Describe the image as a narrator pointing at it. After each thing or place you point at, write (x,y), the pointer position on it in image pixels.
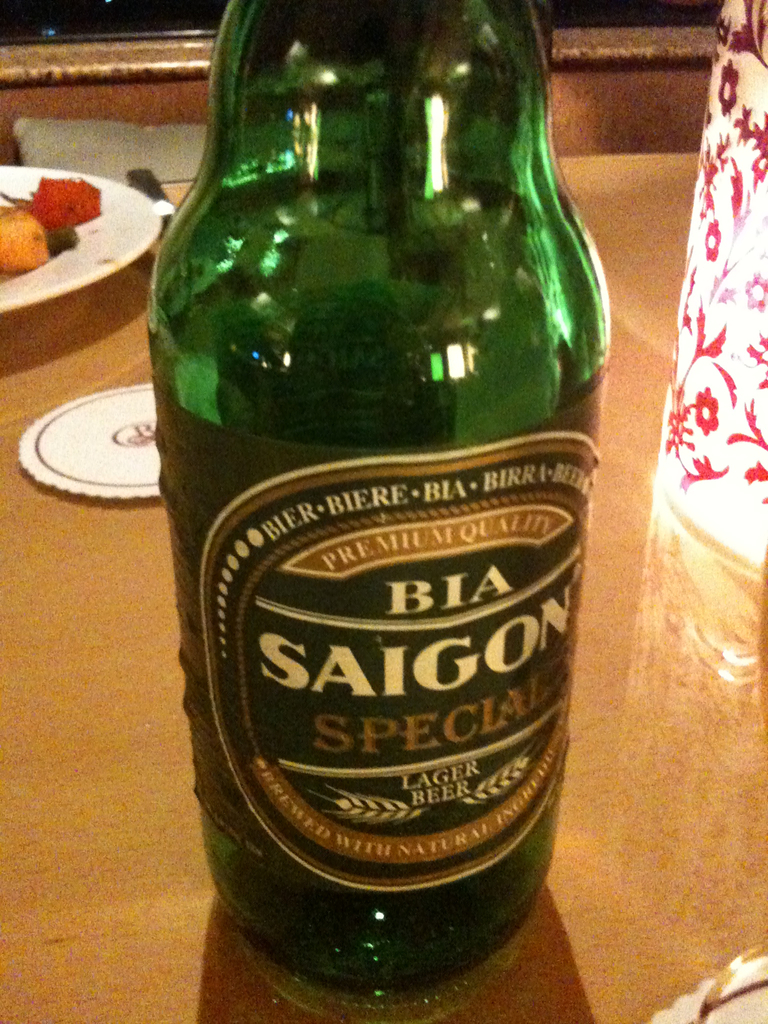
In this image I can see a glass bottle (261,359). In the background (92,247) I can see food (31,241) in a plate (92,232).
